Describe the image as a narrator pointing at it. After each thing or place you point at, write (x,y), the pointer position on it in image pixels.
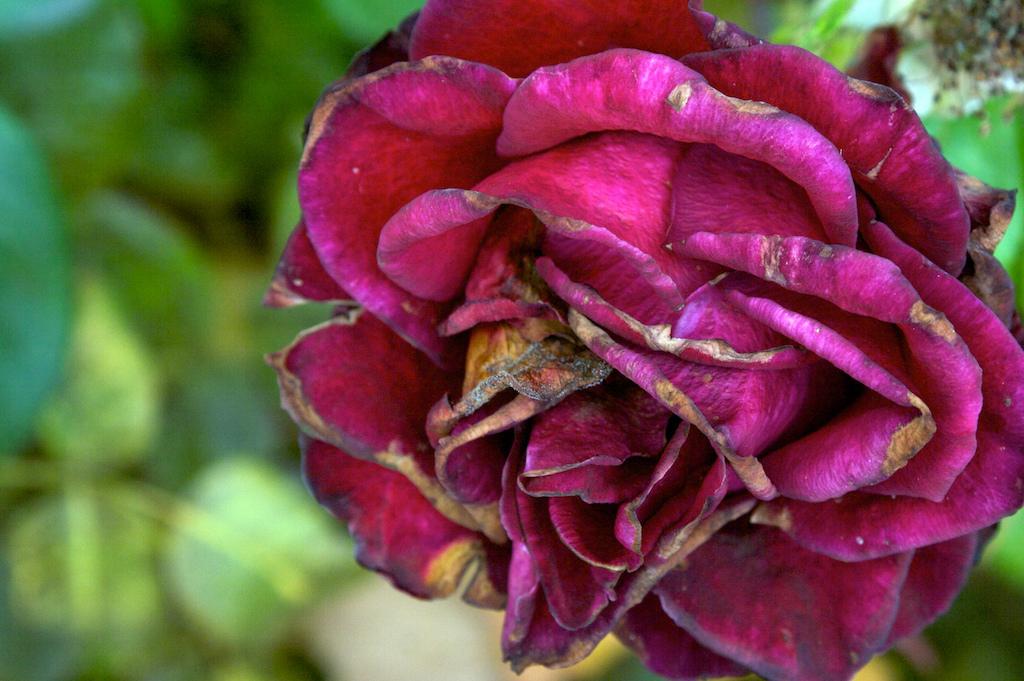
In this image I see a flower (827,605) which is of pink in color and in the background (31,42) I see the green leaves (11,239).
